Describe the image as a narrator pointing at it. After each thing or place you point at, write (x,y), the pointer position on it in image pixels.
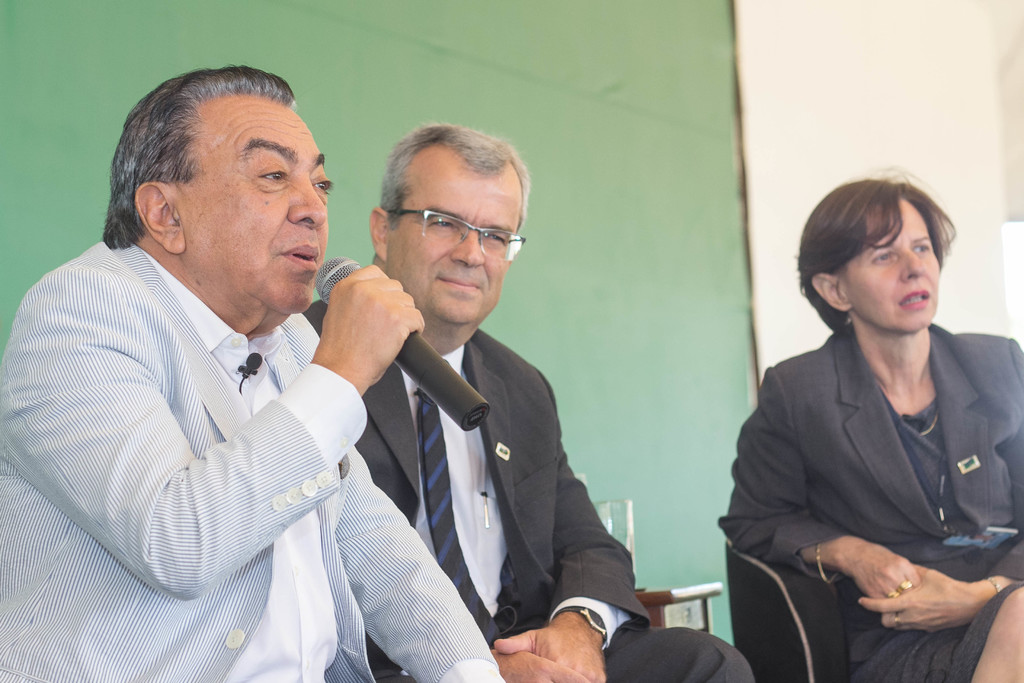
At the bottom of the image (44,551) three persons (246,187) are sitting and he is holding a microphone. Behind them we can see a table (667,595), on the table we can see a glass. At the top of the image (988,10) we can see a wall (964,207), on the wall (964,207) we can see a board (554,25).
